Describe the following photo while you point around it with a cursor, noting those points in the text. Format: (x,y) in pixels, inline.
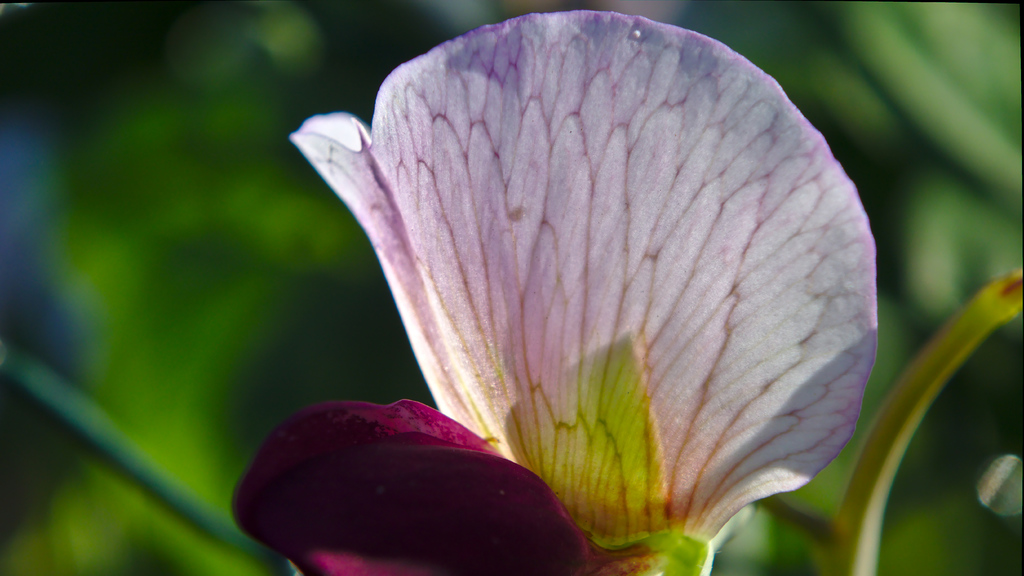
In this image in the foreground (504,298) there is one flower (821,298), and in the background (902,376) there are some plants (230,165).
